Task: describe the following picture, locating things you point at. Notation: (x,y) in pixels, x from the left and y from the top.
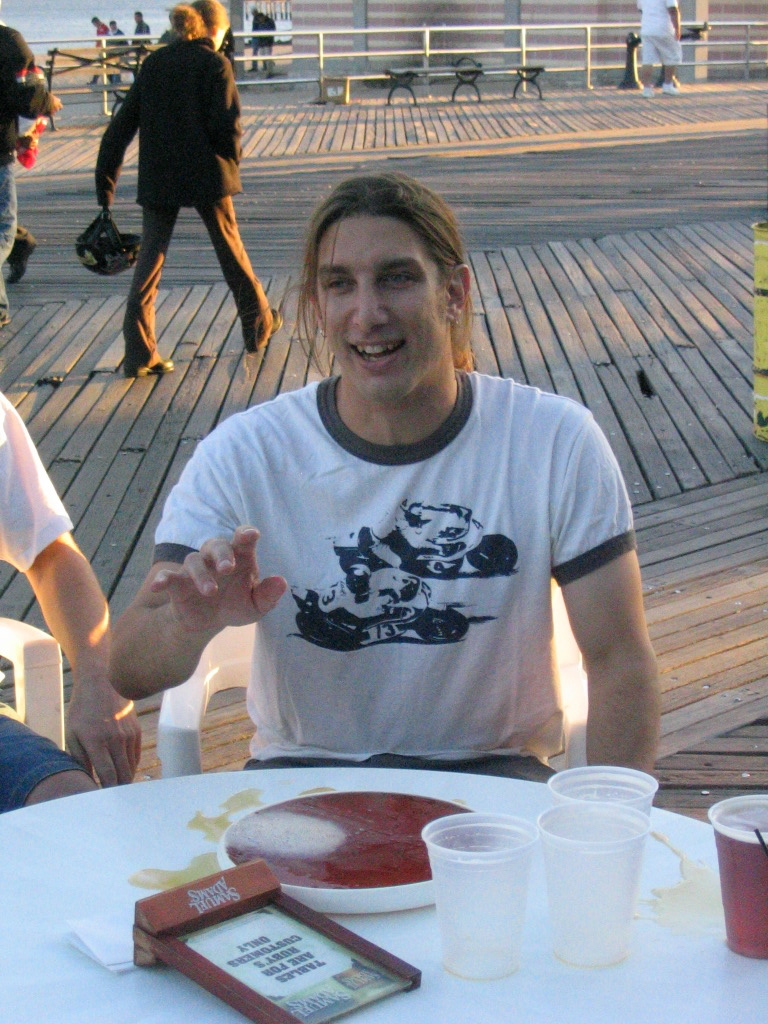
In this picture we can see two persons (148,691) sitting on chairs (41,655) in front of a table (135,852), there are some glasses (633,807) and a board (324,964) present on the table (343,783), in the background (150,83) we can see some people (144,72) walking, we can see fencing (515,32) here.
